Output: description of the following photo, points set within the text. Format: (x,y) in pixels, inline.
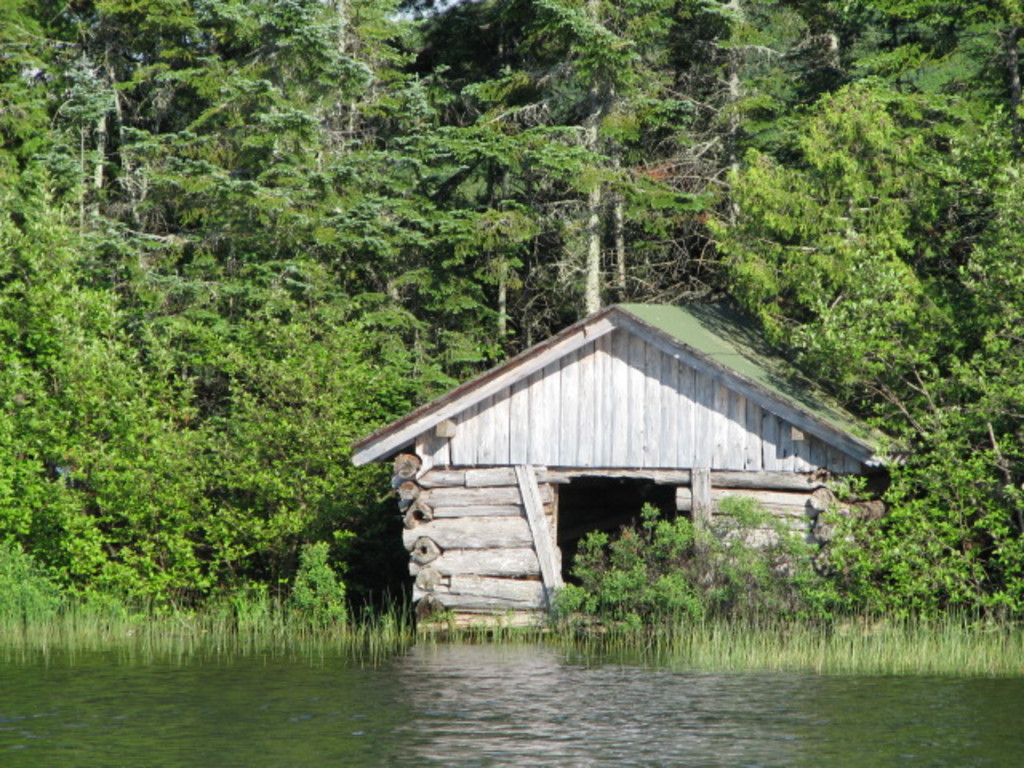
In this image we can see a house (615,532), in front of the house (532,566) we can see some water (460,670) and grass (759,661), there are some trees (456,161) and the sky (443,12).
